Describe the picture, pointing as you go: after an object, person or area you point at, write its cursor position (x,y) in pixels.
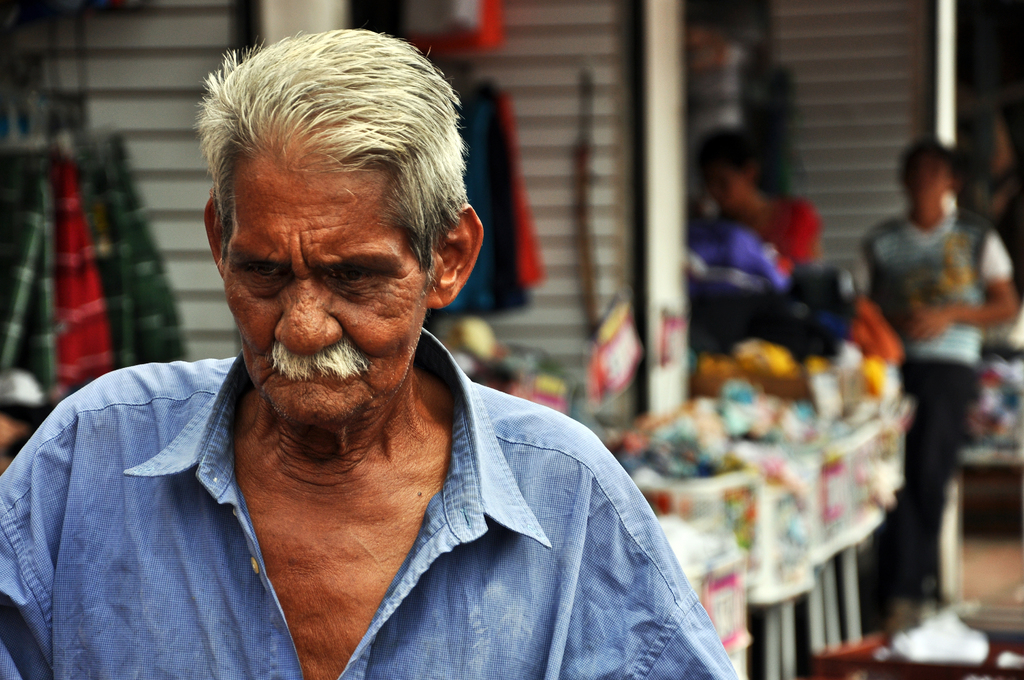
In the image I can see a person (422,438) who is standing in front of the table (726,472) on which there are some things (844,510) placed and also I can see some other people (920,251).
